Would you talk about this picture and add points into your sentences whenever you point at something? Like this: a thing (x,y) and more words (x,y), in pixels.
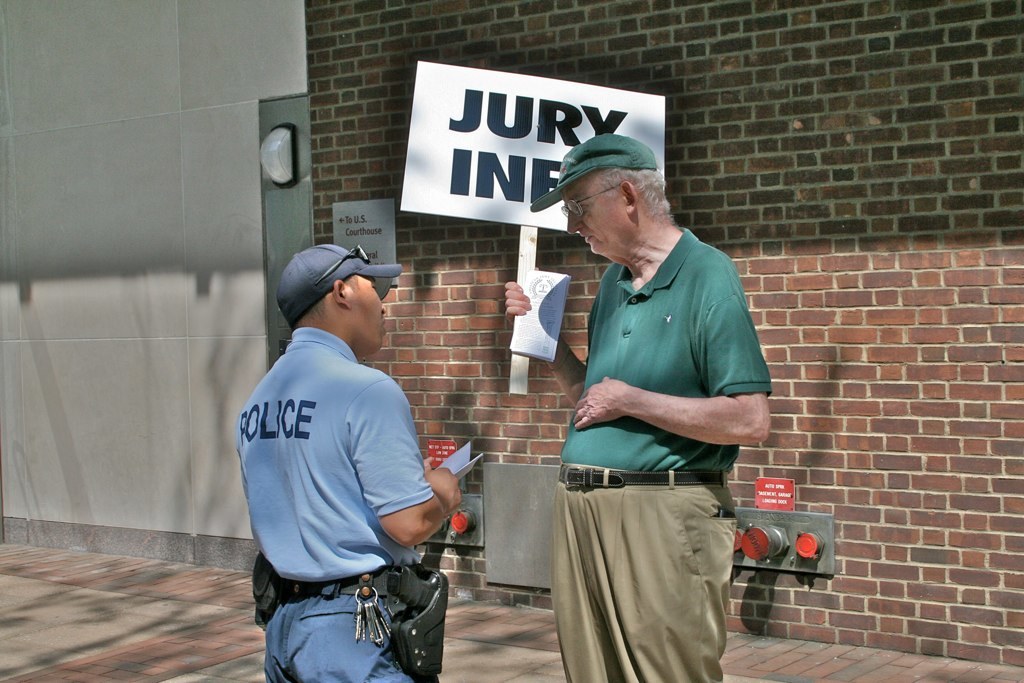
In this picture there are people (764,395) standing, among them there's a man (625,509) holding a stick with board (520,211) and book (541,322). In the background of the image (504,336) we can see boards (378,223) and wall (328,185).
